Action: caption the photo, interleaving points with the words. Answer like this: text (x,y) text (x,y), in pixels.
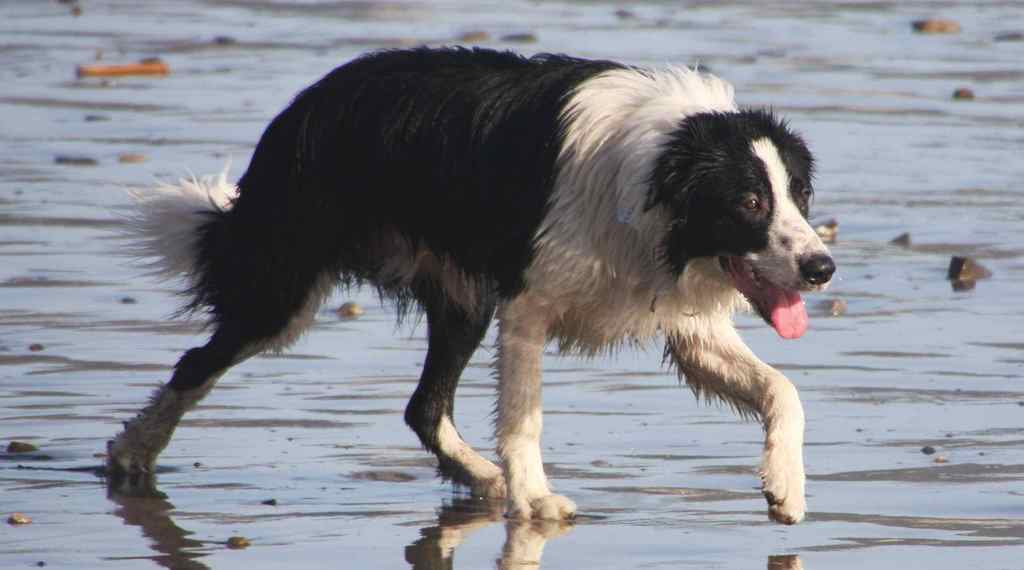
In this image I can see a dog (488,317) is walking in the water (599,376) and I can see stones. This image is taken may be during a sunny day.
